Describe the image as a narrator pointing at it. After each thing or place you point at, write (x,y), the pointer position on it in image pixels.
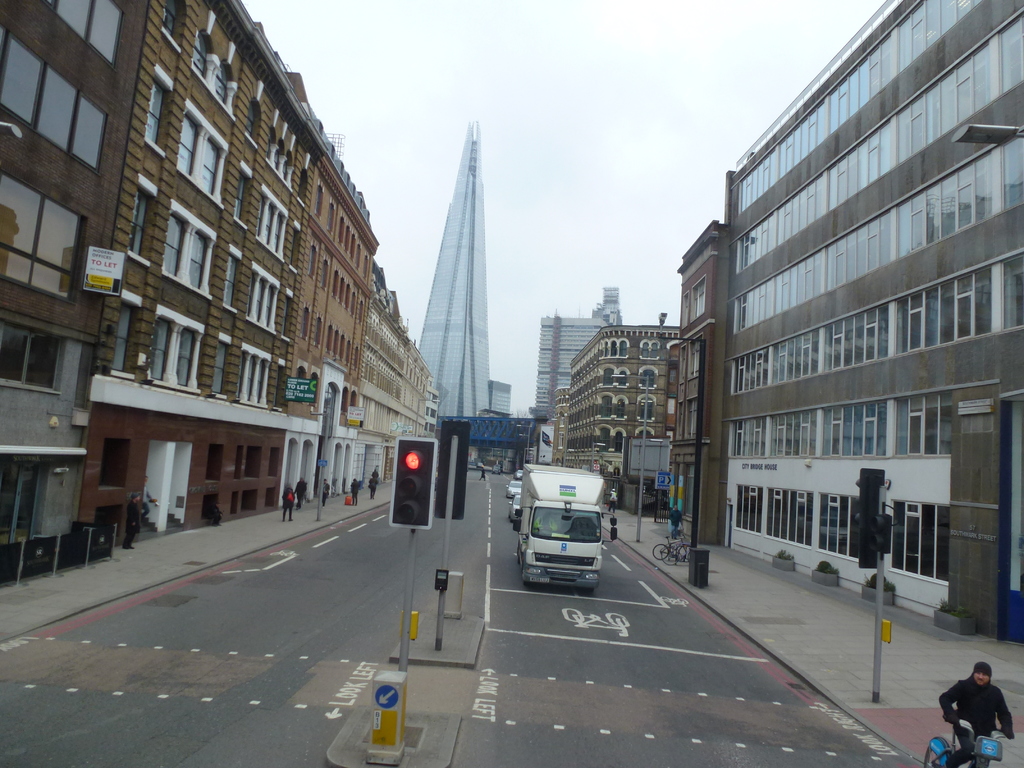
In the picture we can see a road (130,721) with a white stripe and a truck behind it, we can see some vehicles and in the middle of the road (516,754) we can see a pole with traffic lights (462,432) and on the either sides of the road (531,749) we can see buildings (388,390) with windows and glasses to it and in the background (456,177) we can see a pointed building (422,356) and behind it we can see a sky (519,350).
